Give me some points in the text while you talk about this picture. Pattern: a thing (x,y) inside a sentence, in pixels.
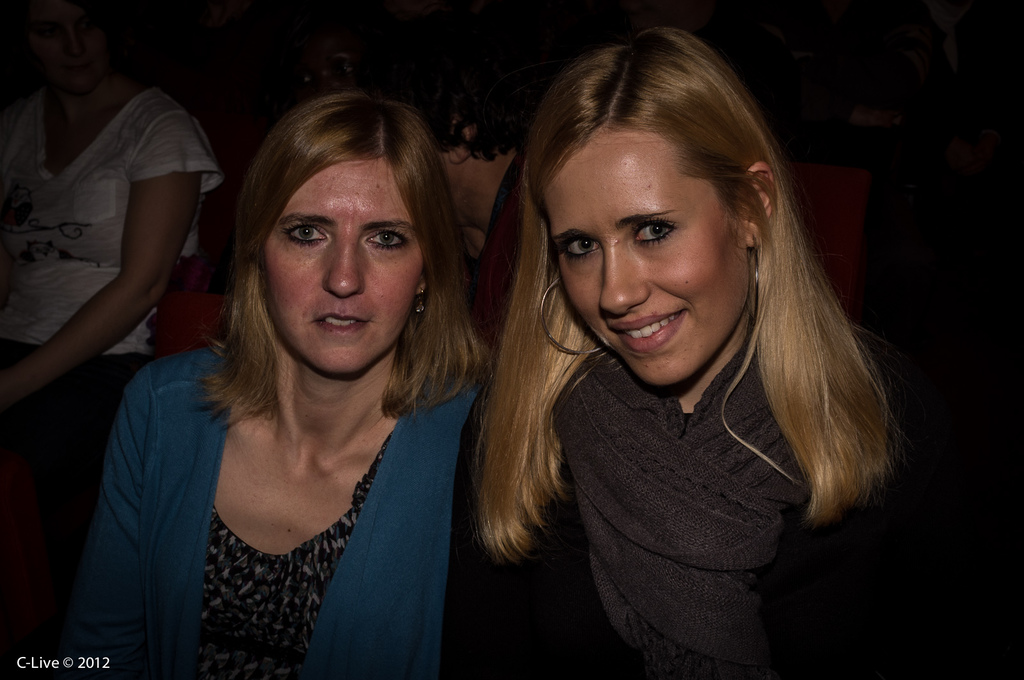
In this picture there are people (220,413). In the background of the image (917,183) it is dark. In the bottom left side of the image (75,660) we can see text (55,664) and year (87,663).
